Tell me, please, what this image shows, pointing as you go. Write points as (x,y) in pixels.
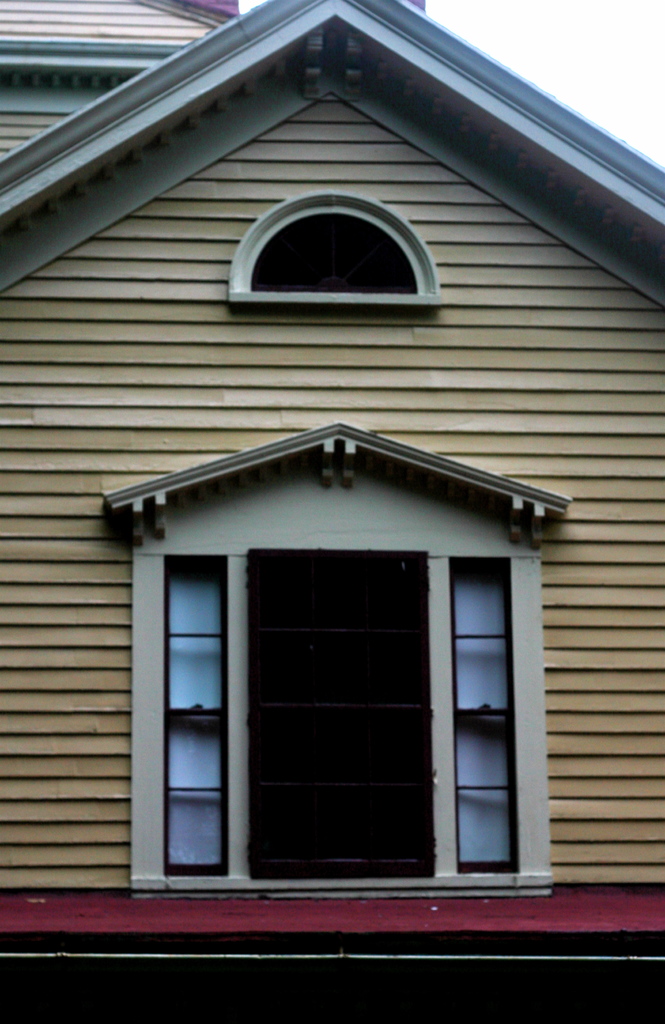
This is the picture of a house (291,775) to which there is a door (310,720) and some arch (234,257) above the door (359,631).
